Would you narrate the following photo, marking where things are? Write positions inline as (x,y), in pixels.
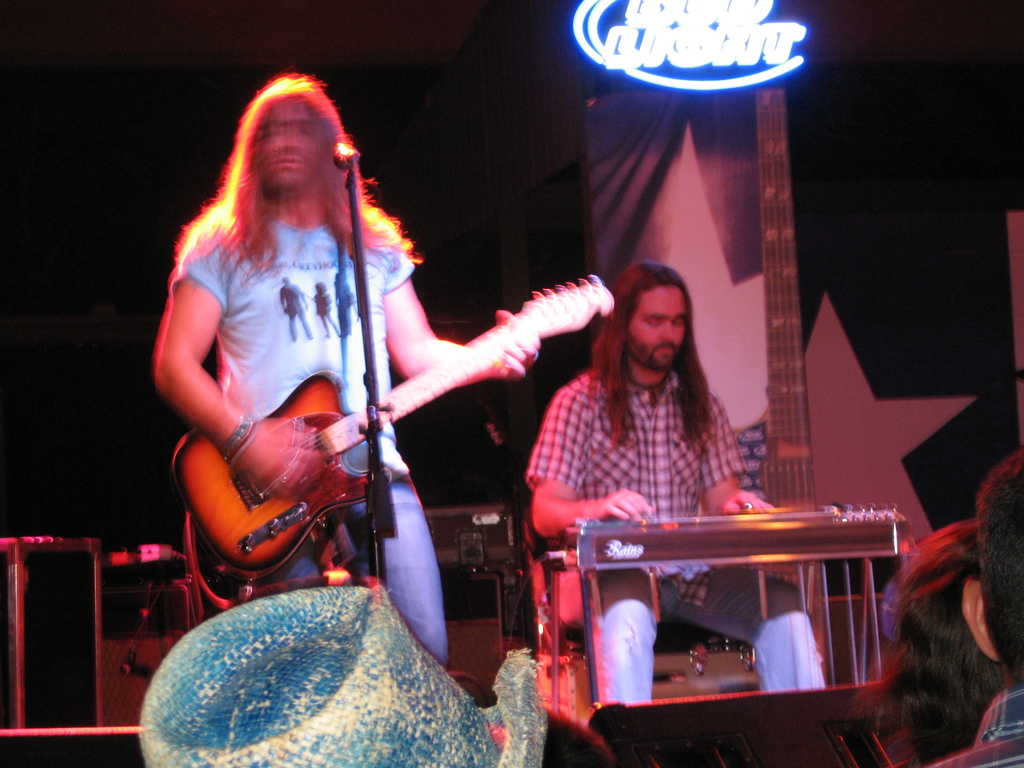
In this picture we can see a man (291,248) standing in front of a mike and playing guitar (299,453). He has a long hair (212,215). Here we can see one man (689,392) with long hair (688,339) sitting on a chair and playing a musical instrument (719,541). At the right side of the picture (949,606) we can see partial part of persons (955,700). This is a hat (346,708).
